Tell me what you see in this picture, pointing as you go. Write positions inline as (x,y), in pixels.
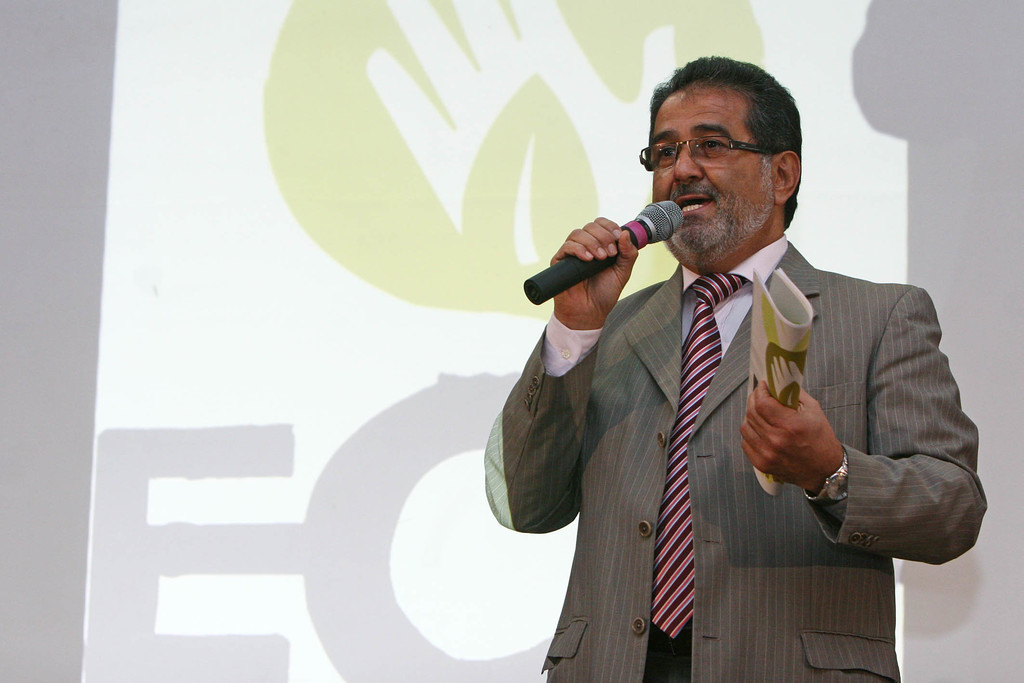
In the image we can see there is a man (778,518) who is holding mike (550,279) in his hand (589,252) and a book (752,314).
